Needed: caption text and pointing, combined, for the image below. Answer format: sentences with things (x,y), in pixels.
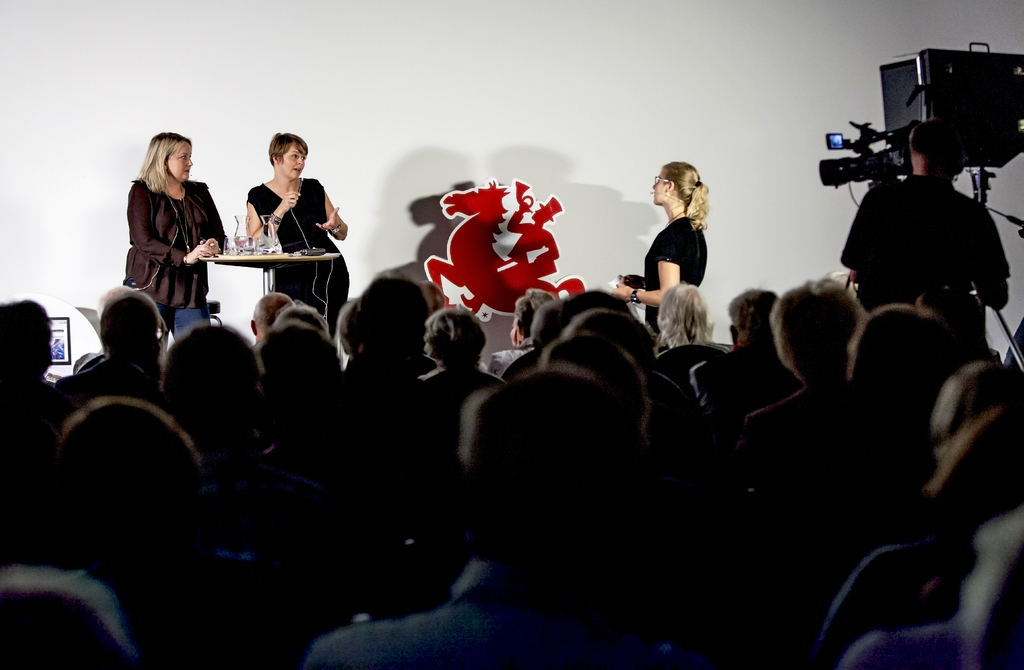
In this image we can see a group of people (663,400) sitting on chairs (683,362). In the center of the image (506,283) we can see group of persons (678,248) standing, logo (518,234). One woman (670,237) is wearing a microphone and holding a paper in her hand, some jars (273,234), glasses (246,246) placed on a table (288,256). On the right side of the image (992,130) we can see a camera (892,162) on a stand (986,193) and speaker (922,104).
